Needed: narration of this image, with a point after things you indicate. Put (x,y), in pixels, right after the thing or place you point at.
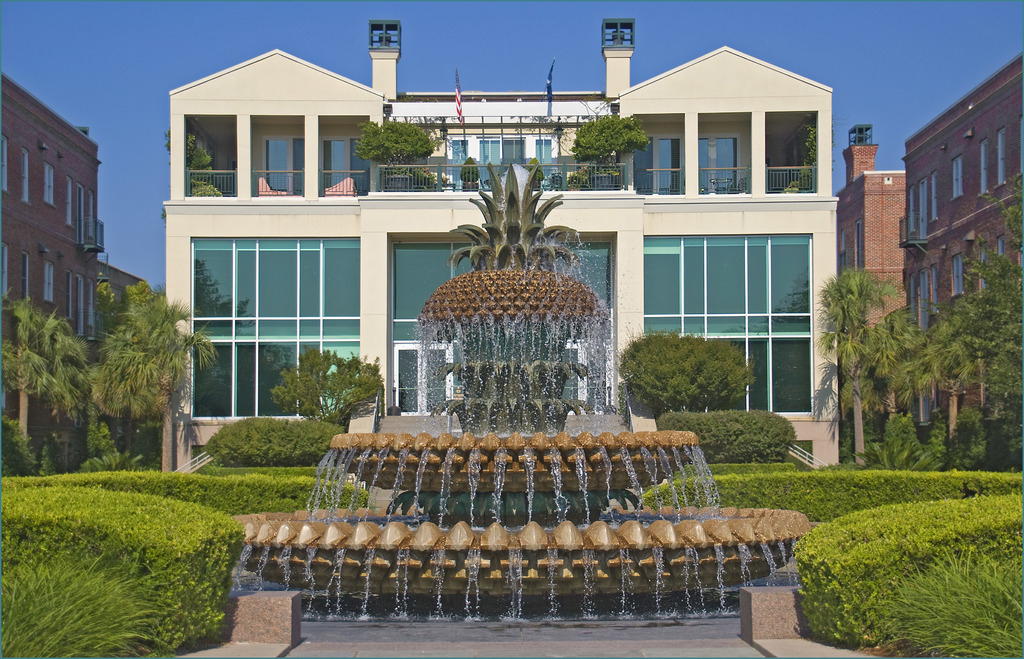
In this image I can see a water fountain (411,495) in the centre (442,379) and on the both sides of it I can see few bushes (838,634). In the background (44,454) I can see number of trees (951,326), few buildings (84,264), number of plants (734,395) and the sky (92,97). On the top side of the image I can see two flags (458,98) on the one building (496,134).
